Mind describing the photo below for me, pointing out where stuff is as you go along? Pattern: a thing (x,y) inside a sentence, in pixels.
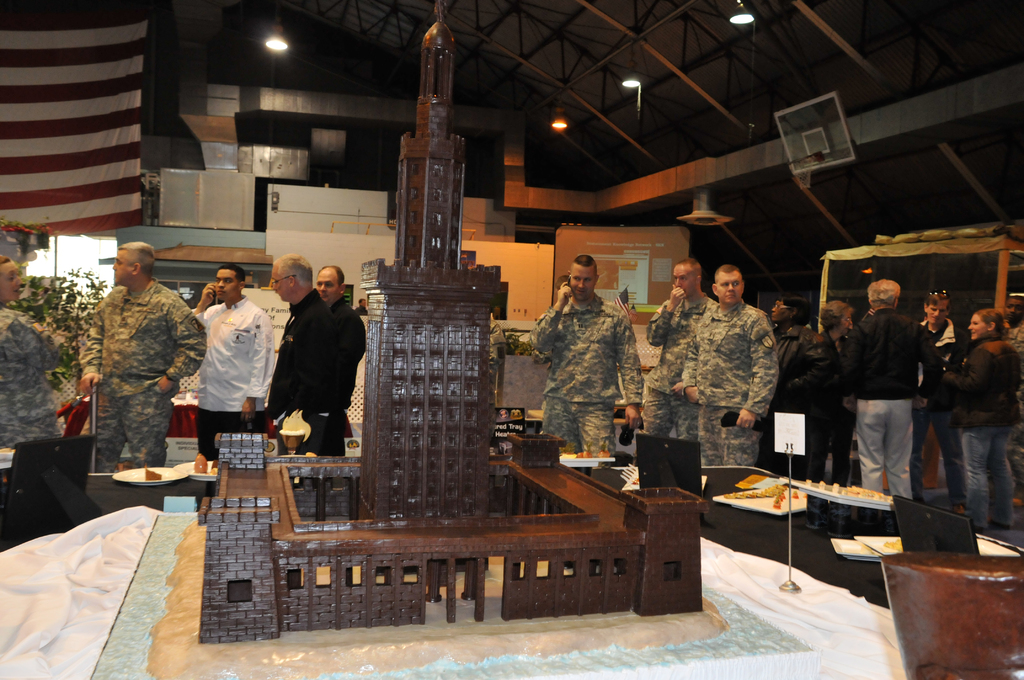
In the image we can see there are people (40,363) standing and there is a statue of a building (431,415) kept on the table (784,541). There are food items (771,493) kept in a plate (851,545) on the other table (104,487).
